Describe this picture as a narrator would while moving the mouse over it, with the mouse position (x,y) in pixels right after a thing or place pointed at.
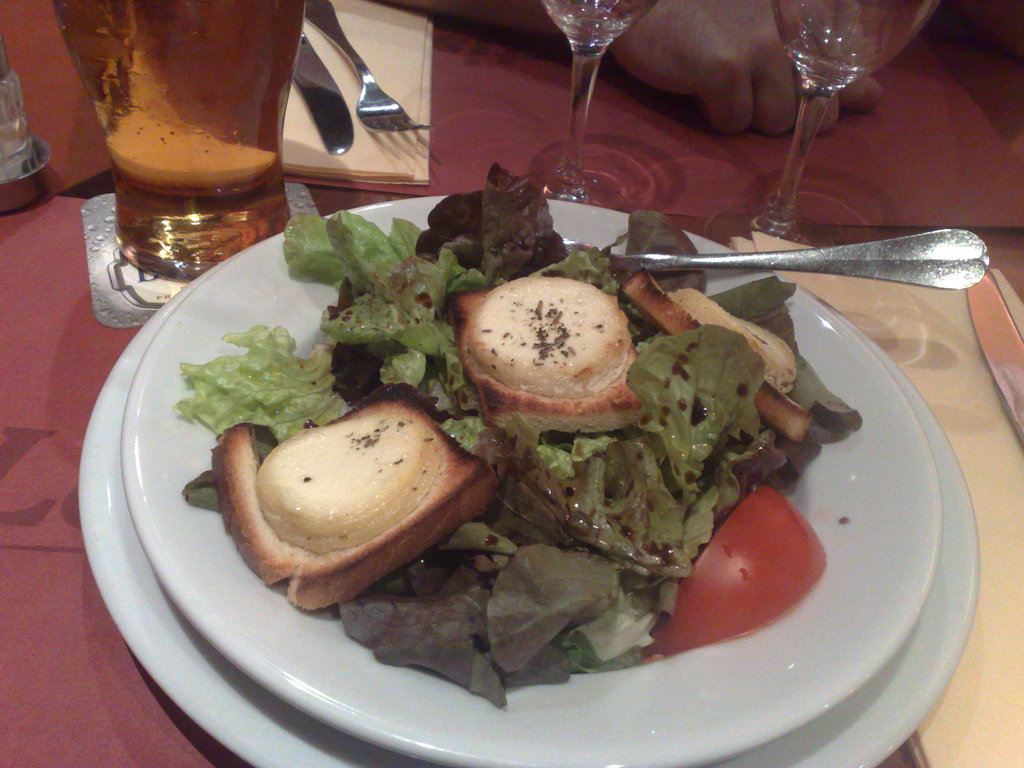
Here in this picture we can see some food items (488,444) present on a plate (214,602) as we can see some bread pieces (348,565) and tomato slices (694,593) and other leafy vegetables (481,621) present in that and we can also see a spoon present and beside that we can see a glass of beer (214,177) present on the table (61,207) and we can also see other glasses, butter knife (343,123) and a fork (362,106) present and we can also see a person's hand (651,54) on the table (739,139).
